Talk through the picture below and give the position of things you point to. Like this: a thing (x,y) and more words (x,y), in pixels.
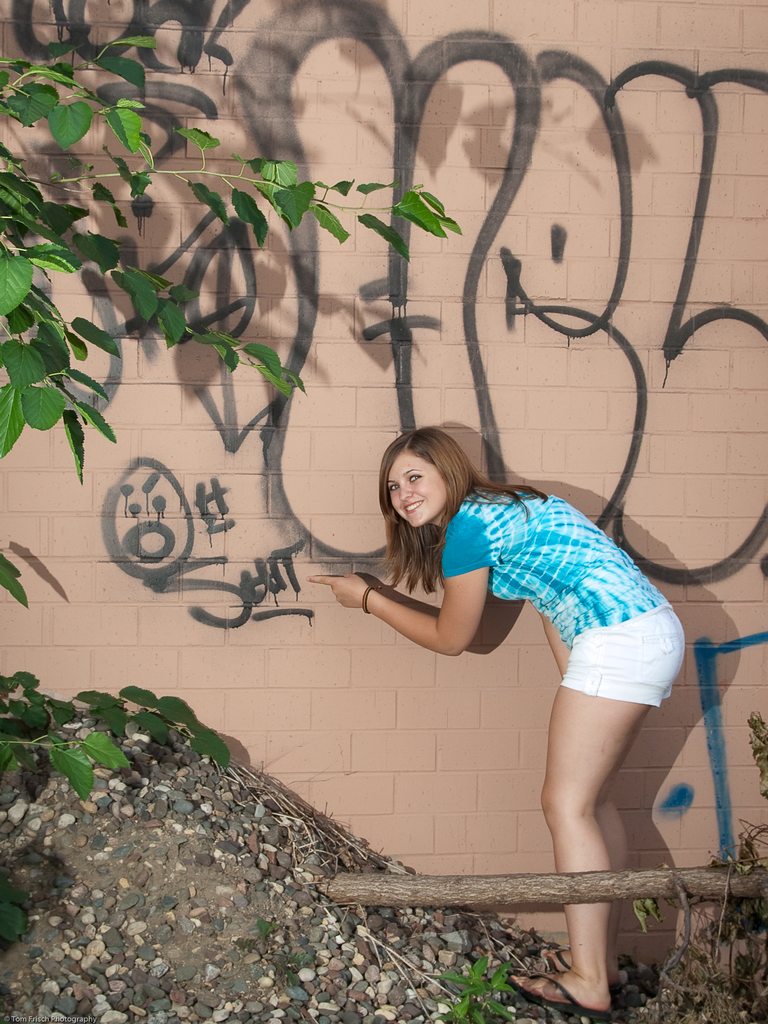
In this picture we can see leaves (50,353), stones (177,787) and other things (709,1016) at the bottom of the picture (226,952). We can see the text (221,499) and a few things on the wall (327,259). There is a person (447,532) standing and smiling.
